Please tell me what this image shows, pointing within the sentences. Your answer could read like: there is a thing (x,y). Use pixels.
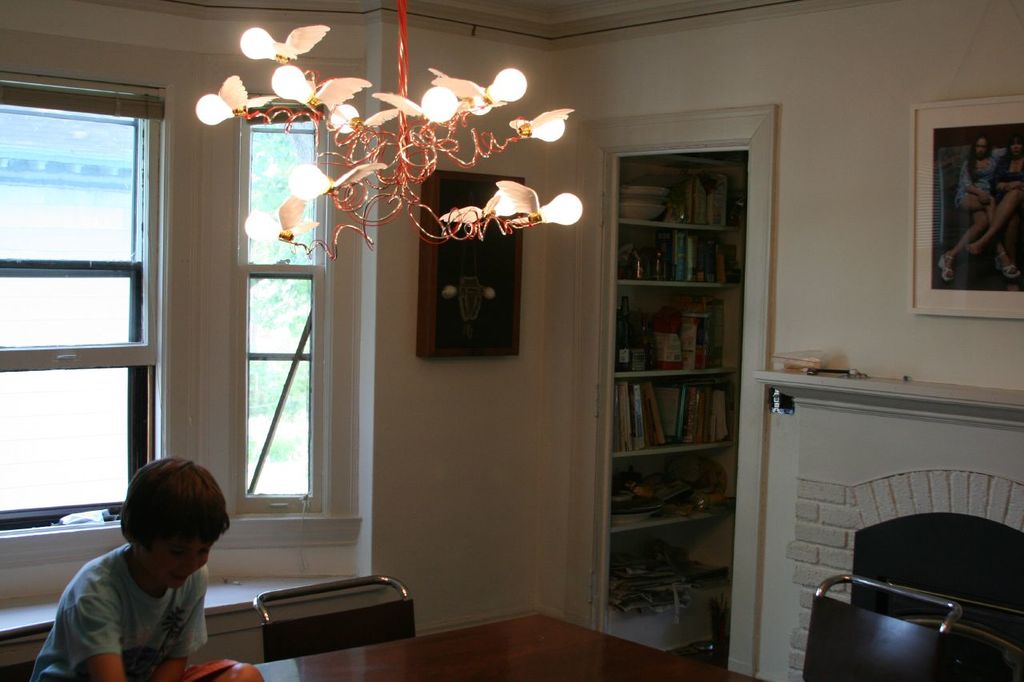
In this image we can see a child (118,609) sitting on the table (321,667). We can see lights (425,209), photo frame (955,234) on wall (840,232), fireplace (879,474), books (681,408), cupboard (722,445) and window glass (262,402) in the background (39,426).
